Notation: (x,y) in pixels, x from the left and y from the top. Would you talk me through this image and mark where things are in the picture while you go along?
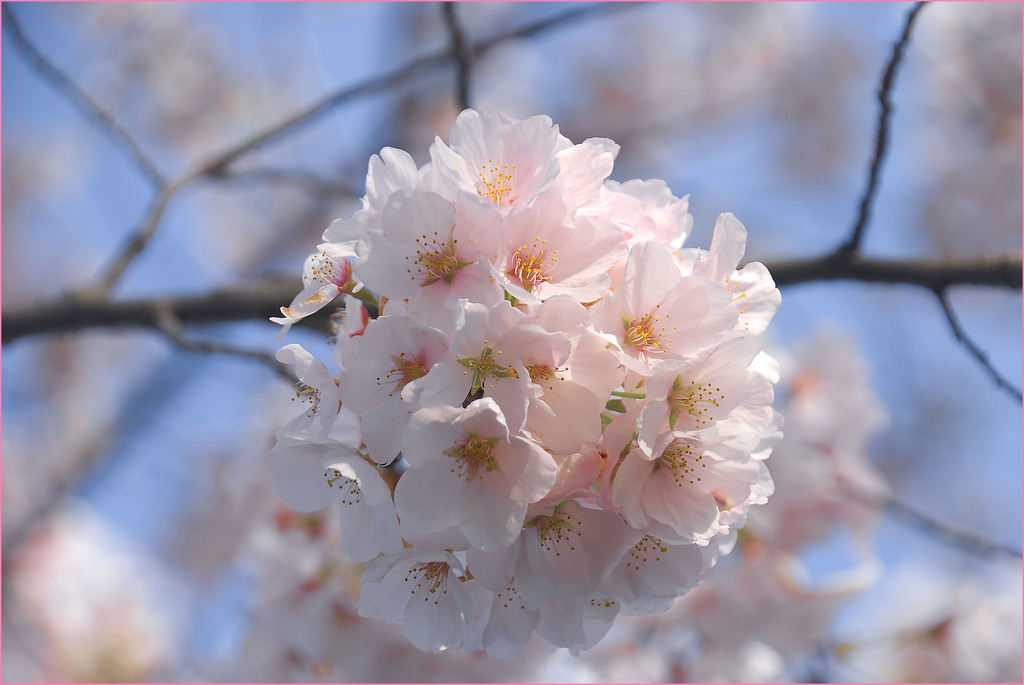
In this picture we can see flowers (764,354) in the branch (297,377). On the background (281,383) we can see plant (58,429).
